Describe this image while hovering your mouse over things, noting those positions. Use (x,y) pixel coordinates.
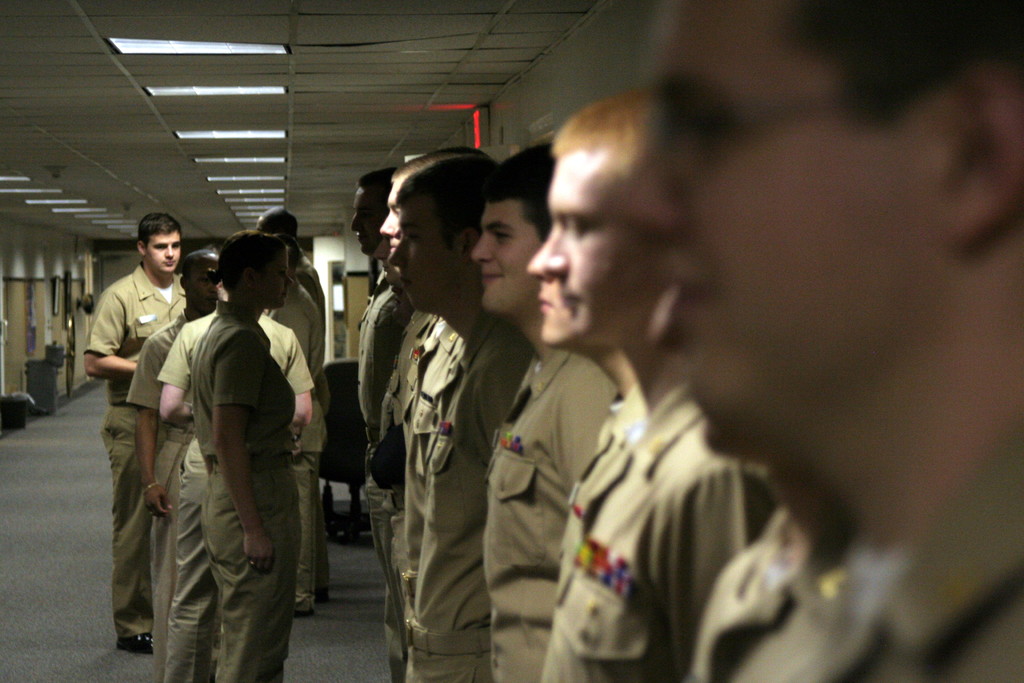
In this image can see many persons (385,378) standing on the floor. In the background (349,417) we can see chair (333,416), photo frames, wall (58,253) and lights (263,131).
